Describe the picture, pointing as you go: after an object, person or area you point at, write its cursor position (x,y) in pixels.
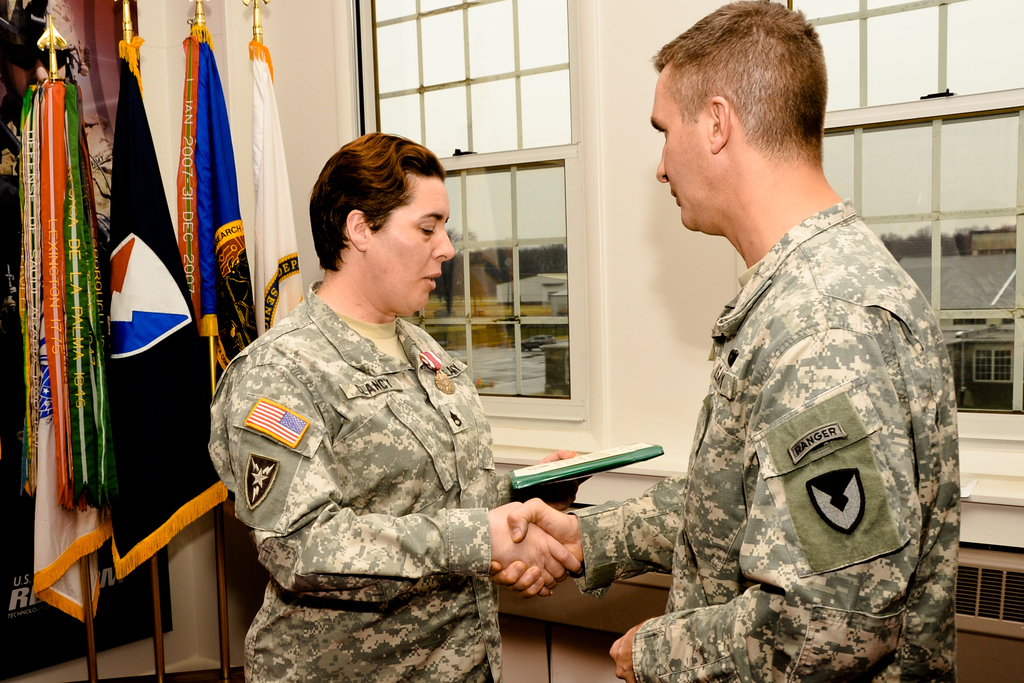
In this picture there is a woman (332,360) who is wearing army uniform (432,584). In front of her there is a man (793,397) who is also wearing army uniform (873,449). Both of them are shaking the hands (549,527). On the left (295,259) I can see many flags (23,306) which are placed near to the wall (325,146) and window (500,248). Through the window (990,308) I can see the shed (978,288), buildings (984,276), trees (551,252) and sky (502,234).
